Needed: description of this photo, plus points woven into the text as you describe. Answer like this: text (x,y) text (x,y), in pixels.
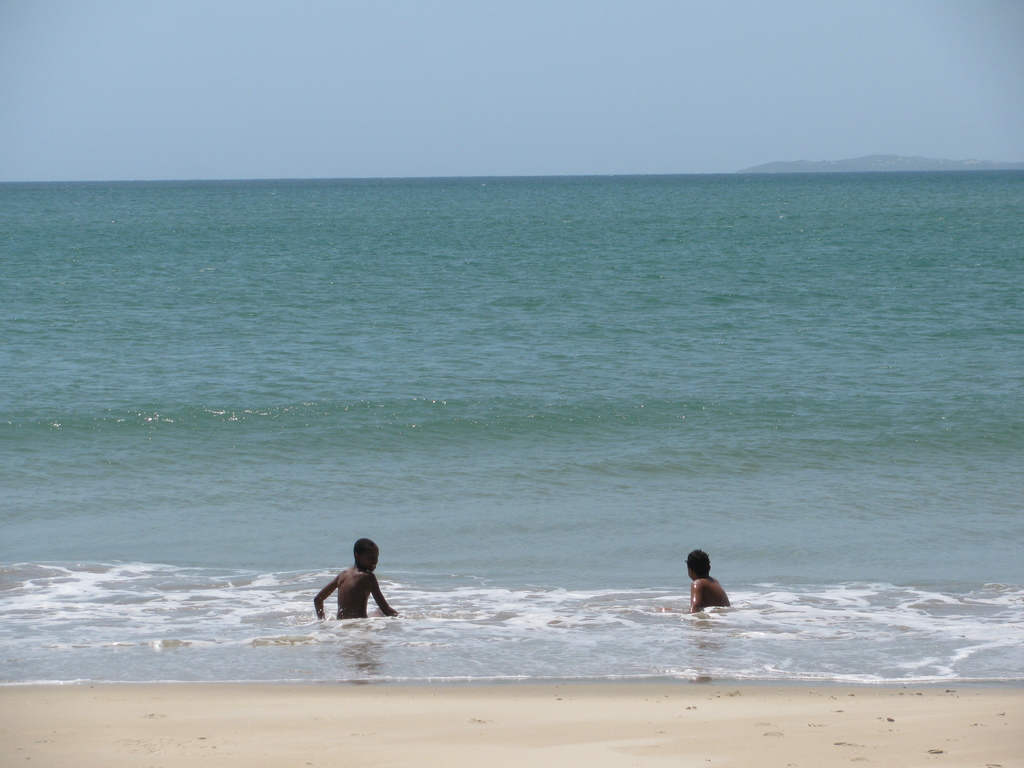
There are two kids (707,590) in water (640,605).
